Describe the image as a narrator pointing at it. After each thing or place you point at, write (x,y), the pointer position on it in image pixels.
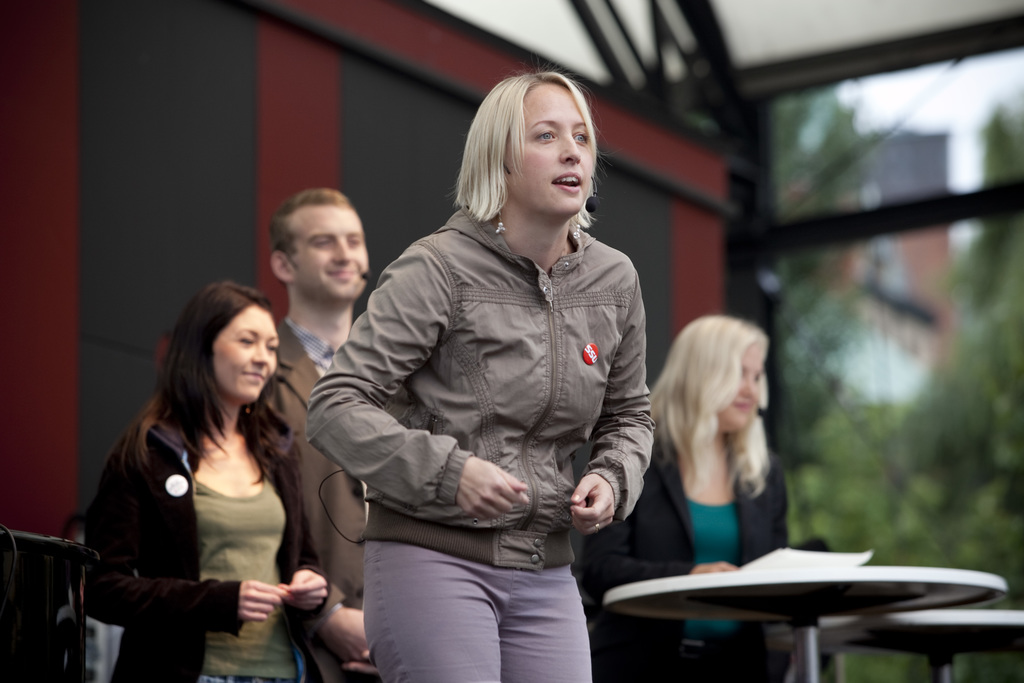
In the picture we can find three women (550,449) are standing, one woman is standing near to the table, on the table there is a white paper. In the background (3,305) we can find wall (663,341) some trees (791,209), one building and sky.
